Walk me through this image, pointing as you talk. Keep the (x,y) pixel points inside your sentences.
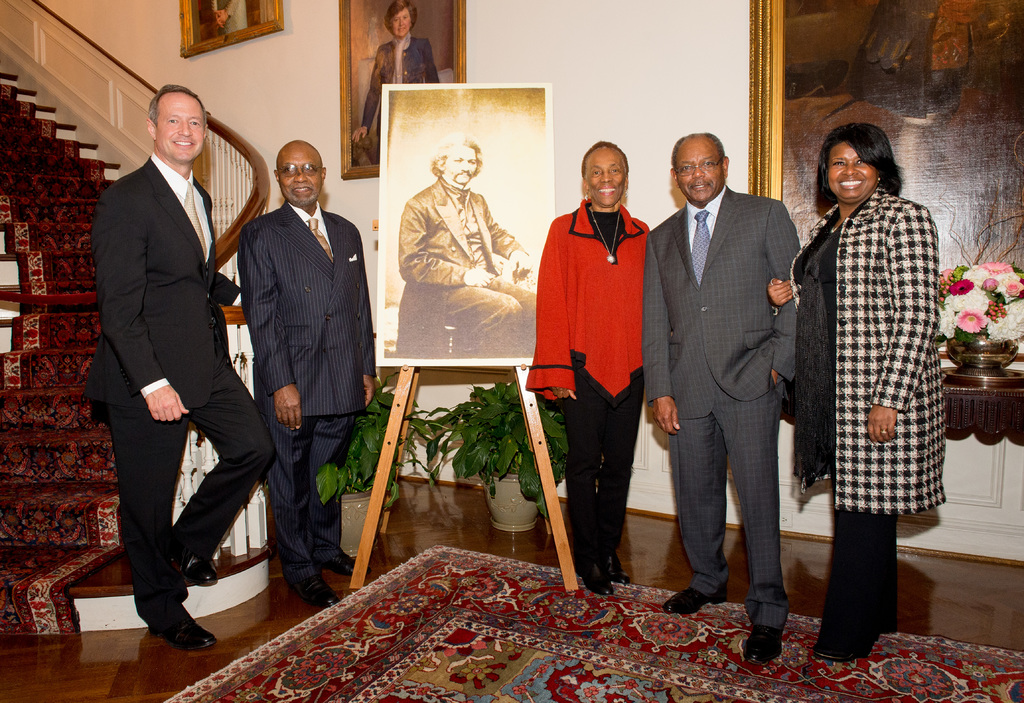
In this image we can see some people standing on the floor (480,540). We can also see a photo frame (427,345) to a stand (546,491) and plants (491,443) in a pot (495,497). On the backside (372,156) we can see some stairs (84,290), photo frames (377,91) hanged to a wall (280,78) and a flower pot (948,307).
